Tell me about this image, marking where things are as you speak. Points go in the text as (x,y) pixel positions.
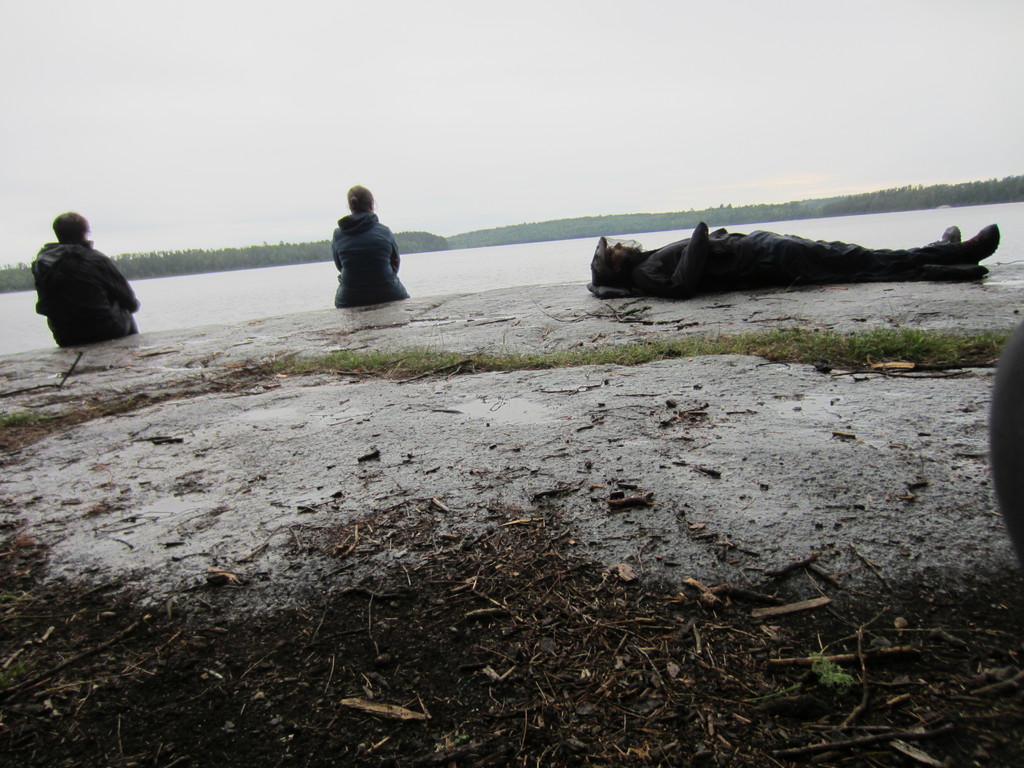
In the image we can see there are people (57,285) sitting on the rock (458,339) and there is a person (939,247) lying on the rock surface (335,326). Behind there is a lake (557,265) and background of the image (142,261) is blurred. The sky (477,91) is cloudy.
